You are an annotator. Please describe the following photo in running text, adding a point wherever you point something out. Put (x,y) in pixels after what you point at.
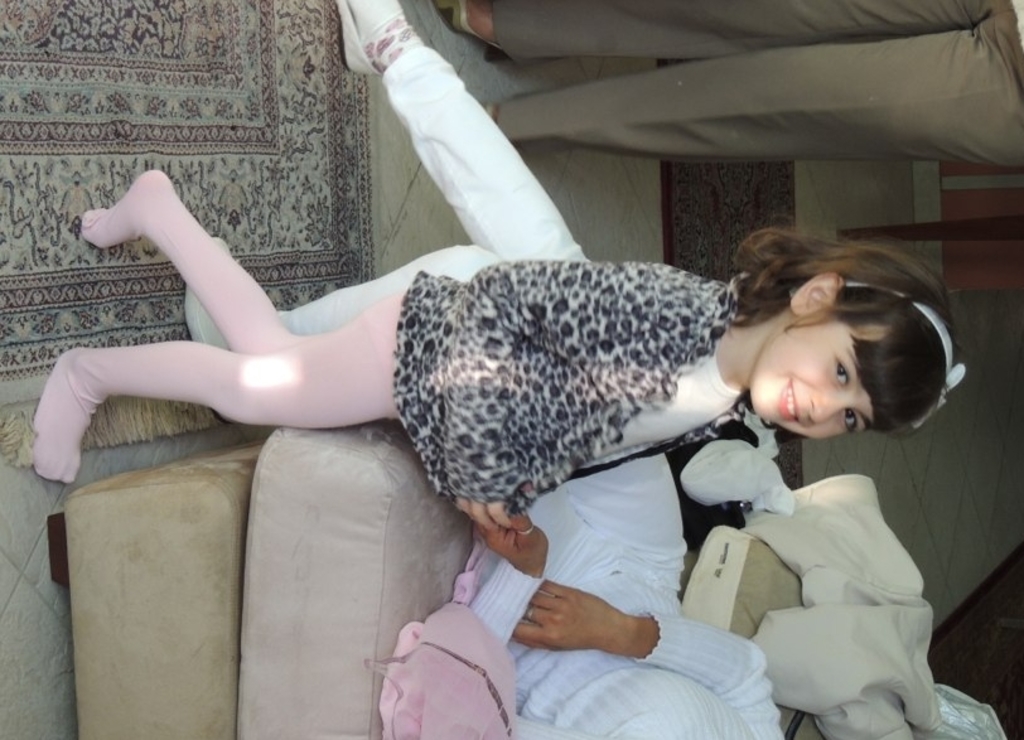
In this picture we can see floor (589,191) and floor mats (311,171). Here we can see a girl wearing a white hair band (952,377), standing and she is smiling. Here we can see another person (615,642) wearing white dress (589,580) and sitting. In the background (812,98) we can see person's legs (739,99).
